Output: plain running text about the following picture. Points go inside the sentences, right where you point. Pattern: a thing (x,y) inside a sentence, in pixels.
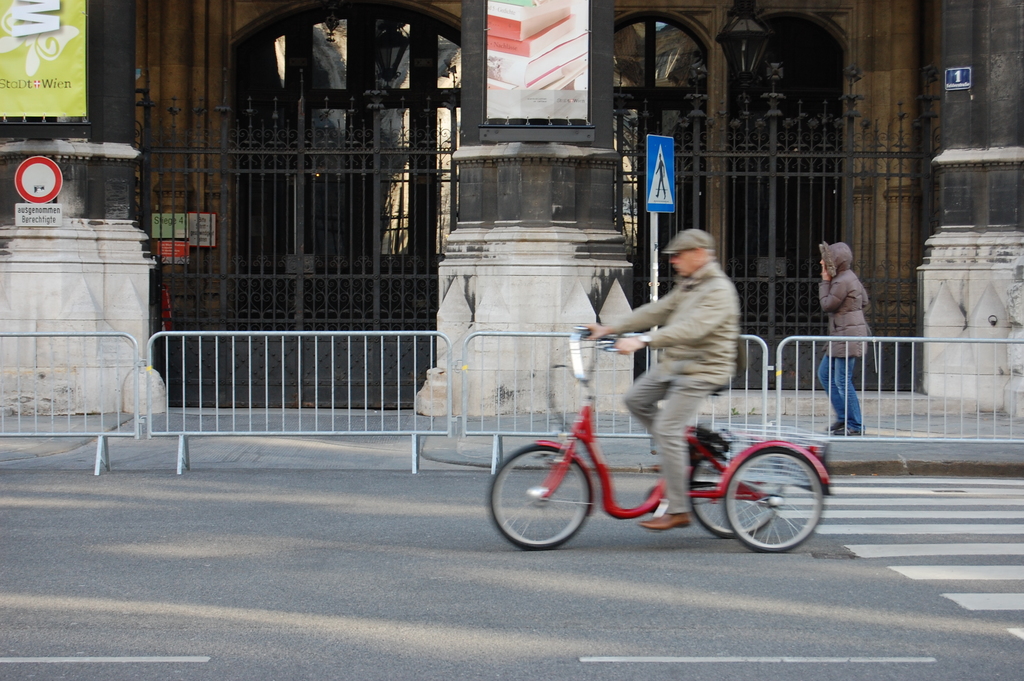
A guy (701,333) is riding a bicycle (588,498) and in the background (220,75) we find a huge building (266,70) with glass windows (330,72) and there is a pedestrian walk way (760,420) on which a lady (860,327) is walking. There are few sign boards (653,178) attached on the poles (77,172).
